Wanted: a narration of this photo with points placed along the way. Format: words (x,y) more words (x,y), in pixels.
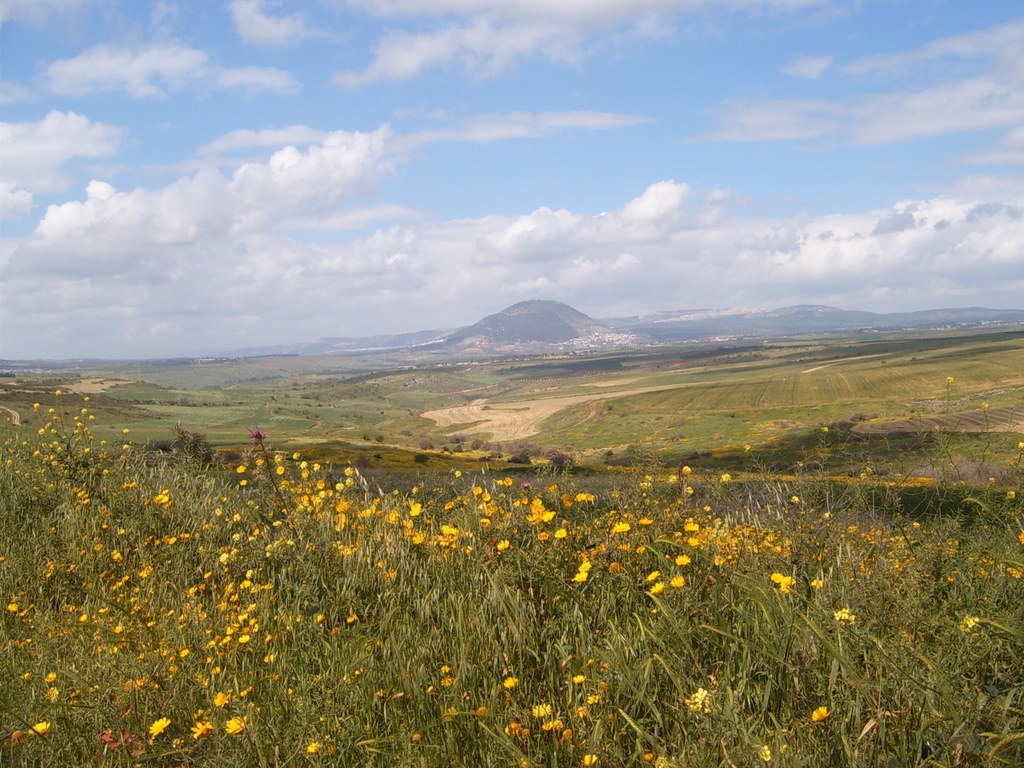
There are plants (237,616) having yellow color flowers (653,519) on the ground (297,477). In the background (183,425), there are plants (821,424), trees (570,359) and grass (920,369) on the ground (746,385), there are mountains (1016,319) and there are clouds (991,223) in the blue sky (601,107).
